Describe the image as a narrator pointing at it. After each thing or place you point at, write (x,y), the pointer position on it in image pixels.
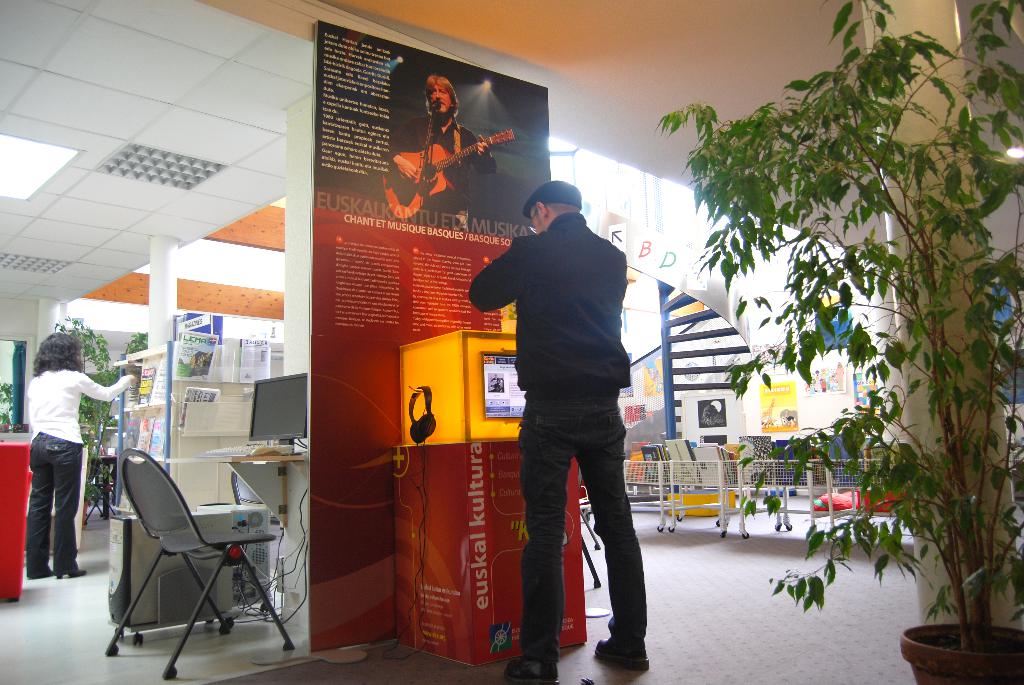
This image is taken in a library (685,603) where a person (604,457) is standing in a middle and is looking at the machine (461,429) at right side (917,377) there is a house plant (938,289), a pillar (947,23) and a container (754,472) with a things (667,456) in it. At the left (161,486) there is a chair (179,538), a monitor (284,414) and a desk (245,461) and the c. p. u (149,565), and the woman (56,468) is standing and is taking out a magazine (145,388) from the magazine section (150,403). In the background (103,357) there is a plant (95,361), a wall (13,328), a pillar (175,282).
